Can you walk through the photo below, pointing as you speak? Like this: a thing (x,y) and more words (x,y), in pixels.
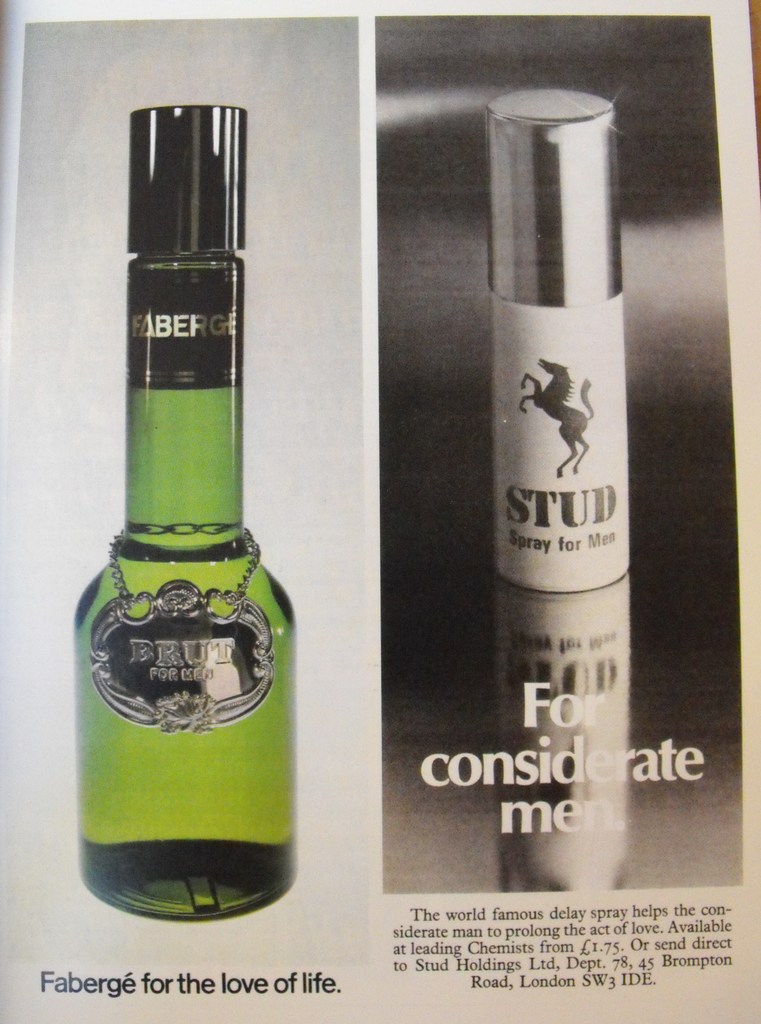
As we can see in the image there is a newspaper (413,499). In newspaper (286,325) there is a bottle (271,608).
